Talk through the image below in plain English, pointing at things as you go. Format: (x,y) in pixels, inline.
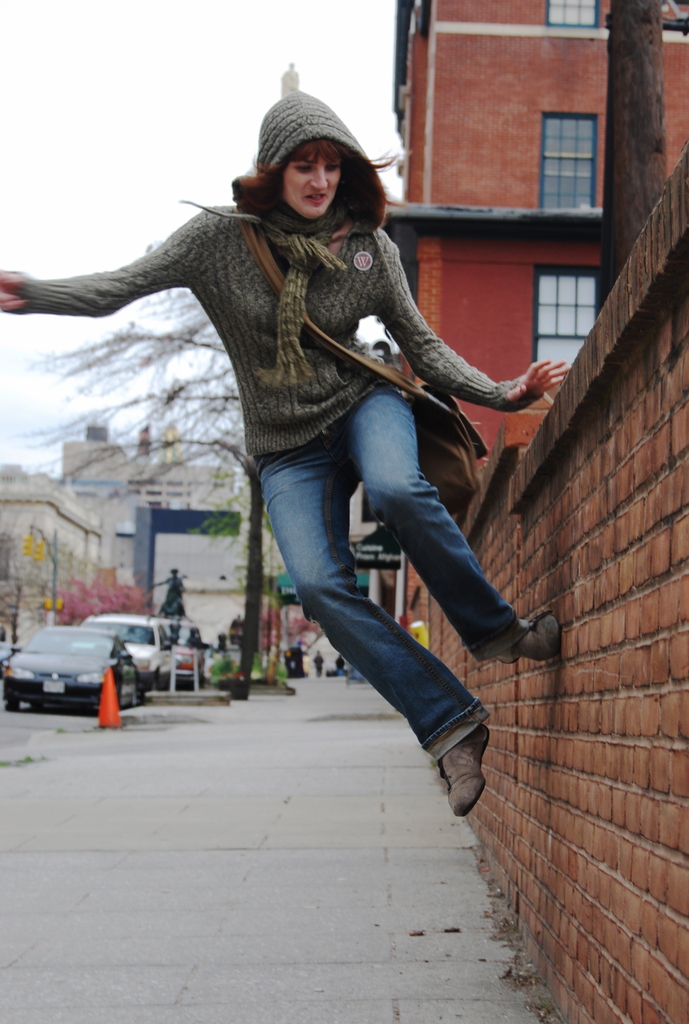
In this image I can see building (522,154), wall (552,442) and a person (372,284) visible, on the left side (156,645) there are buildings (62,526), vehicles (30,692), trees (209,460) at the top (89,59) there is the sky (200,91) visible.
